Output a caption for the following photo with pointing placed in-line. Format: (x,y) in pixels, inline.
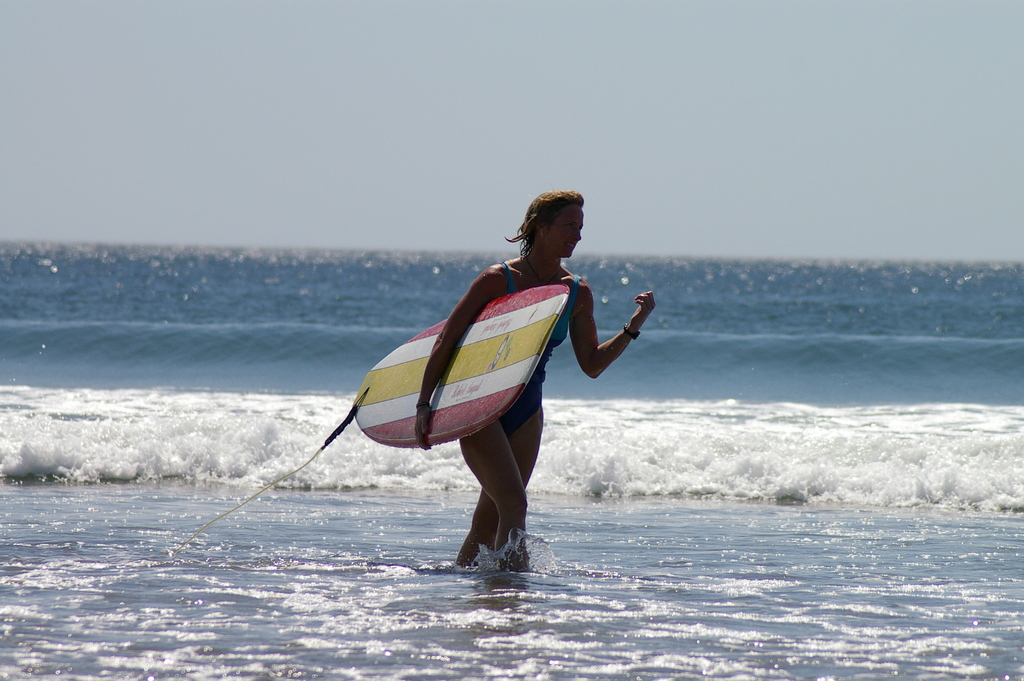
In this image we can see a woman (500,467) is holding a surfboard (407,435) in her hands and walking in the water (249,557). The background of the image (806,156) is slightly blurred, where we can see the sky (322,124).
